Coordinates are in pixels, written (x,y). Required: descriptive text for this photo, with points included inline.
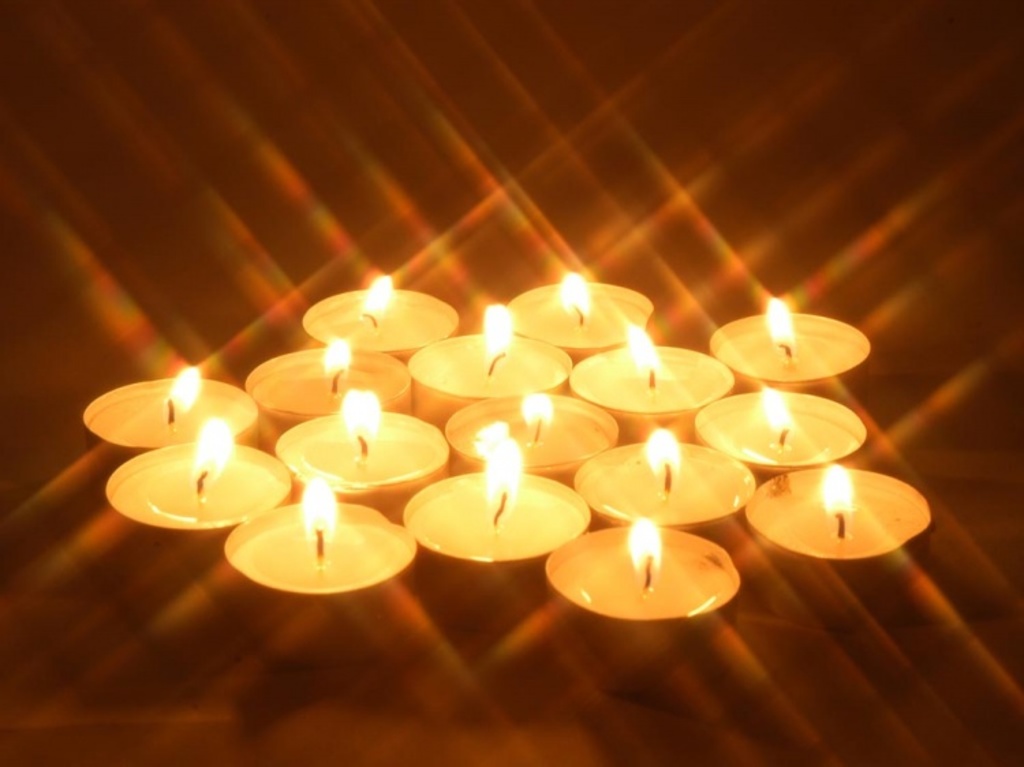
In this image we can see tea light candles (399,371) with flames (197,394).
